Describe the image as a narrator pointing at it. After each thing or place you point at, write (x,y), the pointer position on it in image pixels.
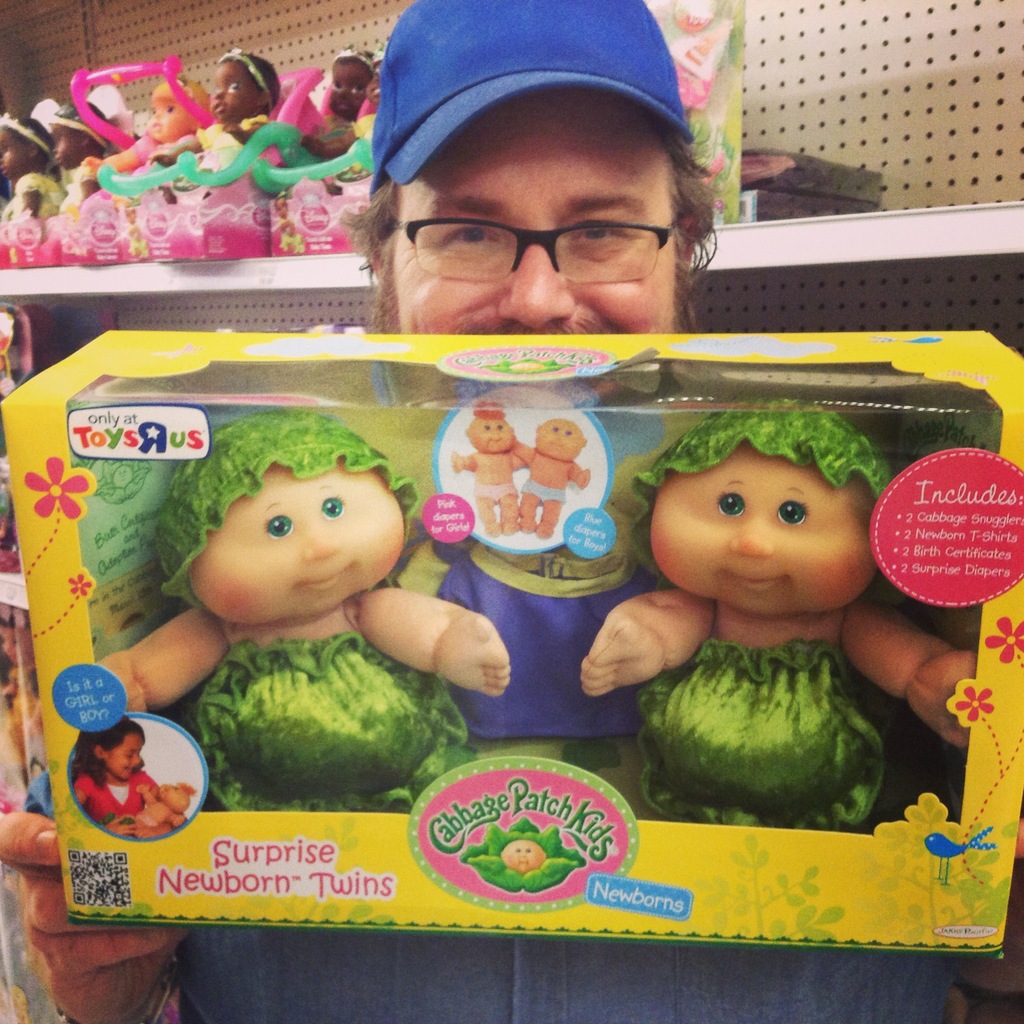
In the center of the image (546,478) we can see a man (376,997) standing and holding a toy box (1014,528). In the background (161,153) there are shelves (3,277) and we can see toys (48,260) placed in the shelves (369,310).
